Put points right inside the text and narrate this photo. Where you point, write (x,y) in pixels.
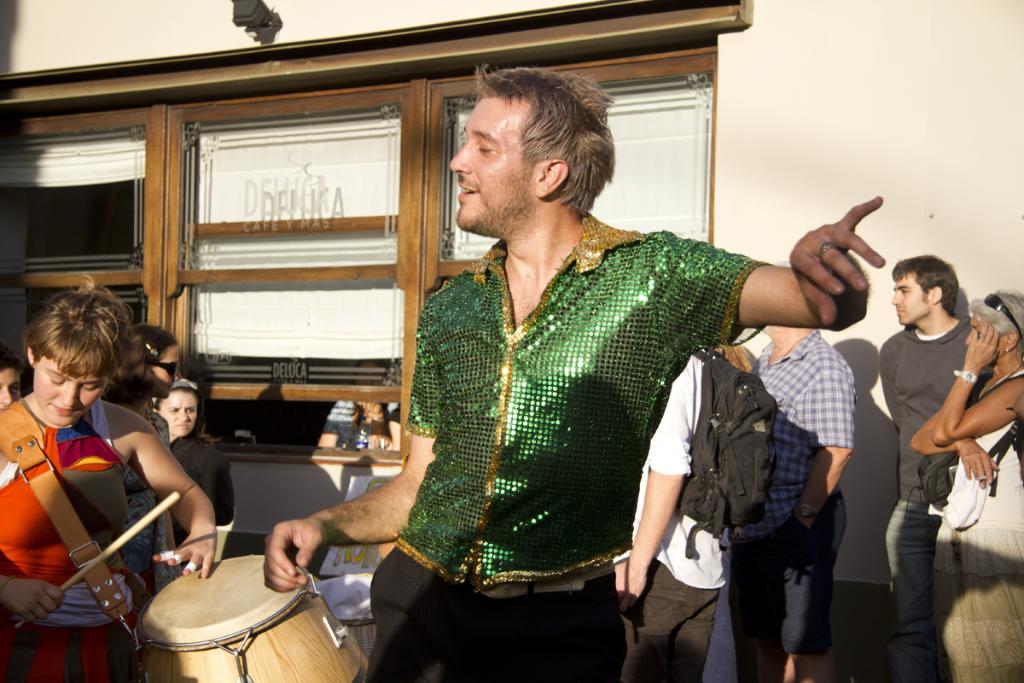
There is a man (516,403) standing at front (528,417) wearing green color glitter shirt (579,435). On the other side there is a crowd (906,402) standing at the back (1012,445) and beside him there is a person (9,506) standing beside and playing drums (222,639).
